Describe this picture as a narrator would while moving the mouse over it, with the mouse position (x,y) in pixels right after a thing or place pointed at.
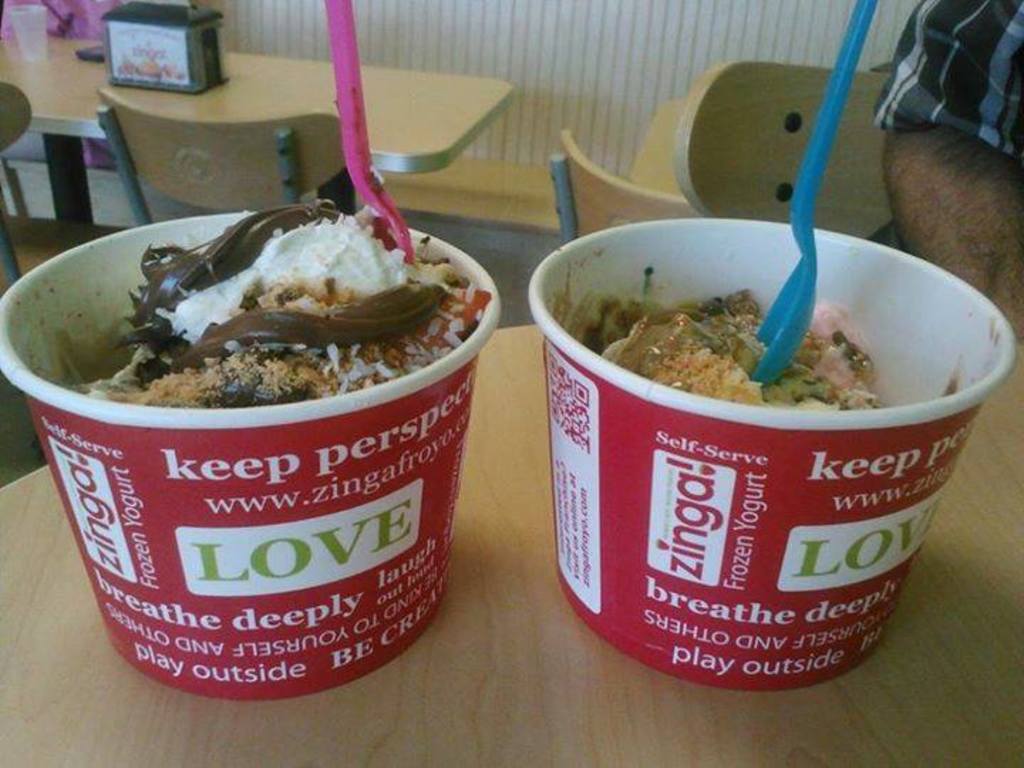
In this image we can see dessert (731,344) placed in disposable containers (358,513) with spoons (368,188) in them and placed on the table (428,691). In the background (228,123) we can see tables (312,86), chairs (734,115), tumbler (32,17) and wall (470,22).
